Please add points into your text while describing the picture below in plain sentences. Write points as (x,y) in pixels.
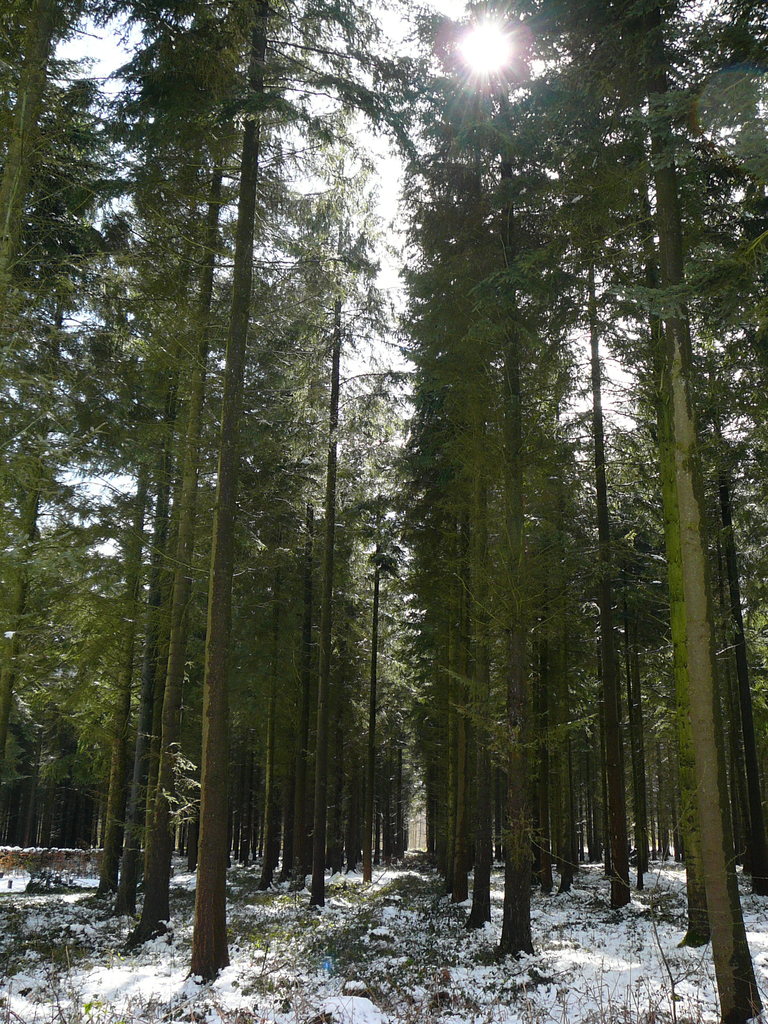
In this image there is snow (762,951), trees (579,806), and in the background (367,153) there is sky (603,388).
